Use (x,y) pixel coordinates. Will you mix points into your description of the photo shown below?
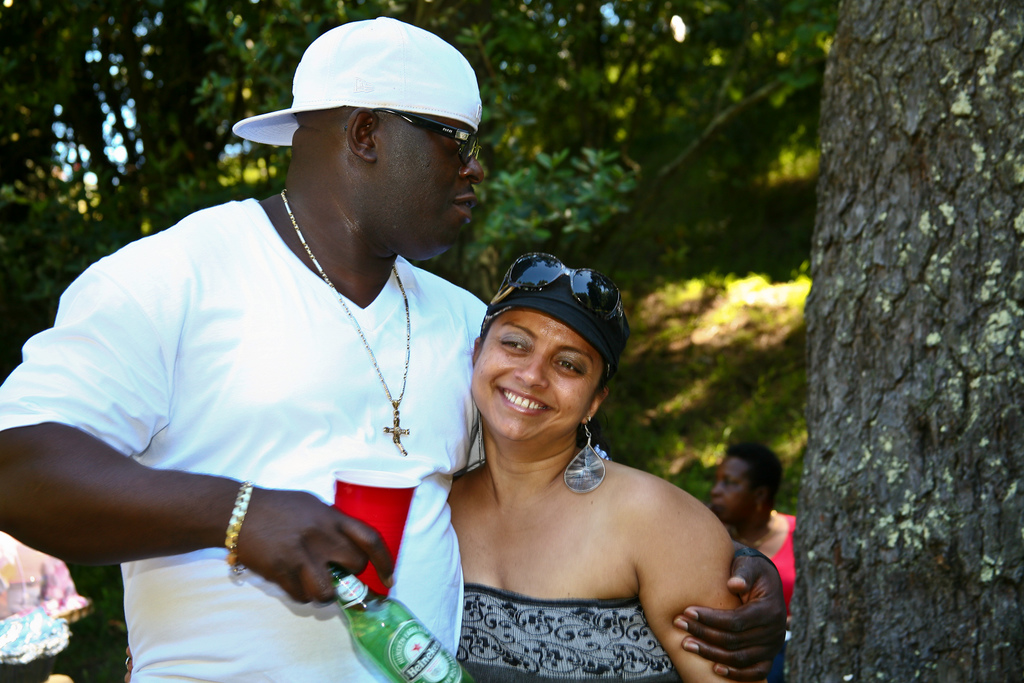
In this image we can see three people (359,211) standing, one man (359,205) with white cap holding objects (371,562) and holding a woman (636,551). There are two objects (42,632) on the bottom left side of the image (27,622), one tree trunk (861,105) on the right side of the image (895,139), some trees (44,89) in the background (722,390) and some grass (769,346) on the ground (780,322).
